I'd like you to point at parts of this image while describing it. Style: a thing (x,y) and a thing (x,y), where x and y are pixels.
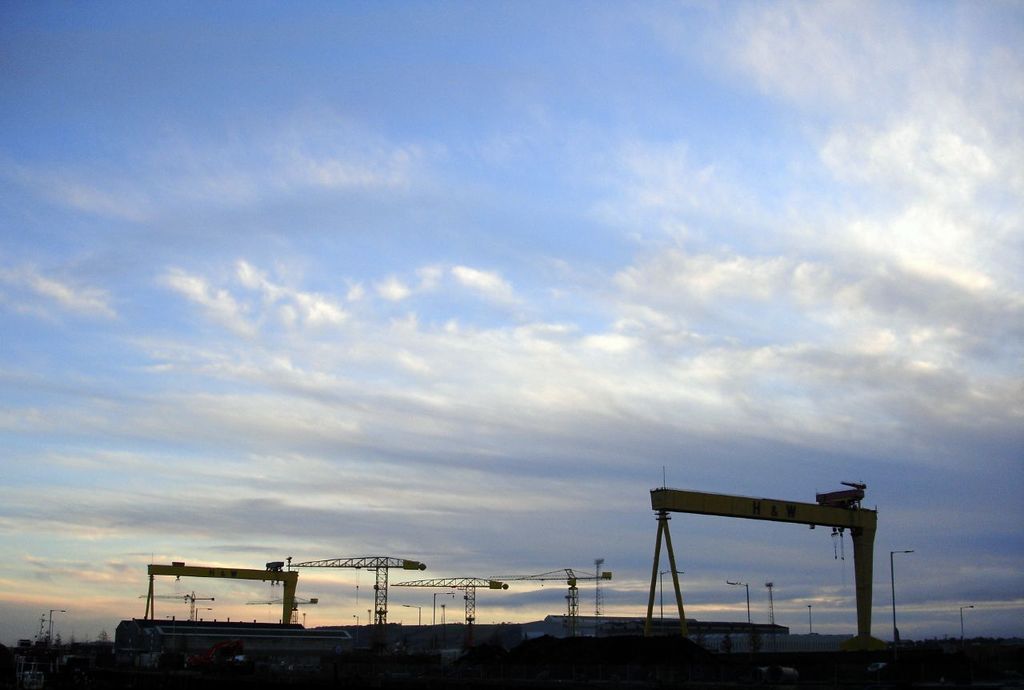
Here in this picture we can see crane lifts (466,616) present on the ground (523,639) and we can also see other machinery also present on the ground (436,650) and in the far we can see plants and trees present and we can see light posts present and we can see sky (384,419) is covered with clouds (548,382).
